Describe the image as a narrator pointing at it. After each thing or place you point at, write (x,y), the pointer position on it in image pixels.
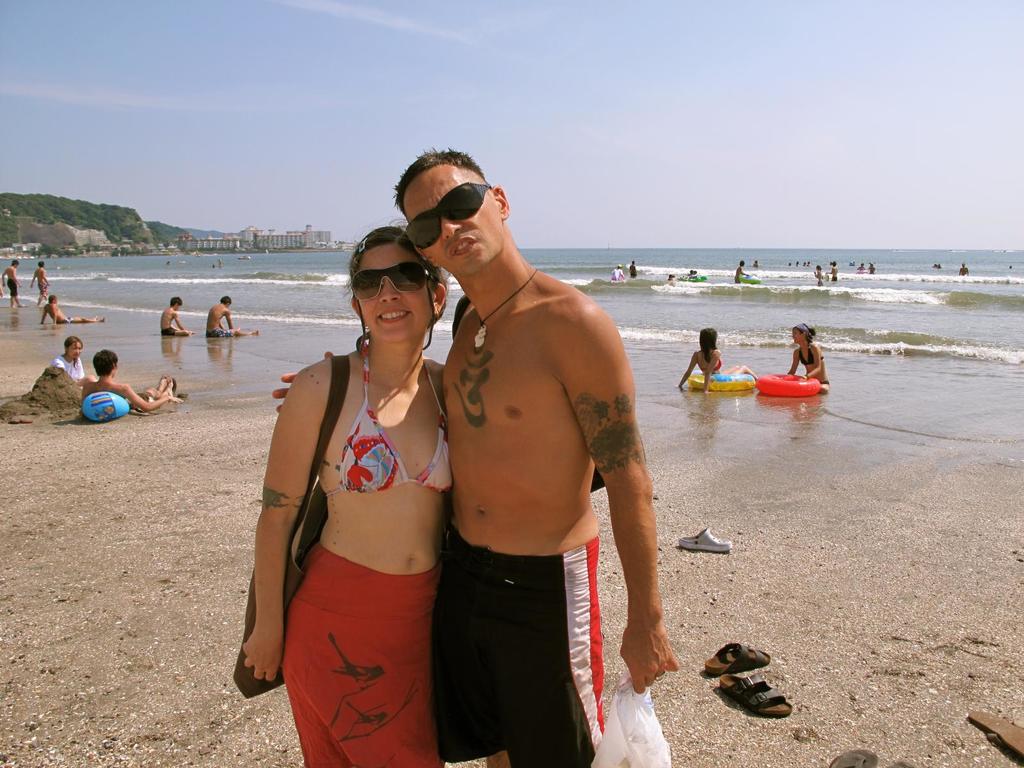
In this image I can see a beach area (139,386) where there are people (55,308) who are wading in water (811,277) and playing games in and out of the sea water (266,329) and in the center of the image (404,344) I can see two persons (395,333) standing and posing for the pic.
